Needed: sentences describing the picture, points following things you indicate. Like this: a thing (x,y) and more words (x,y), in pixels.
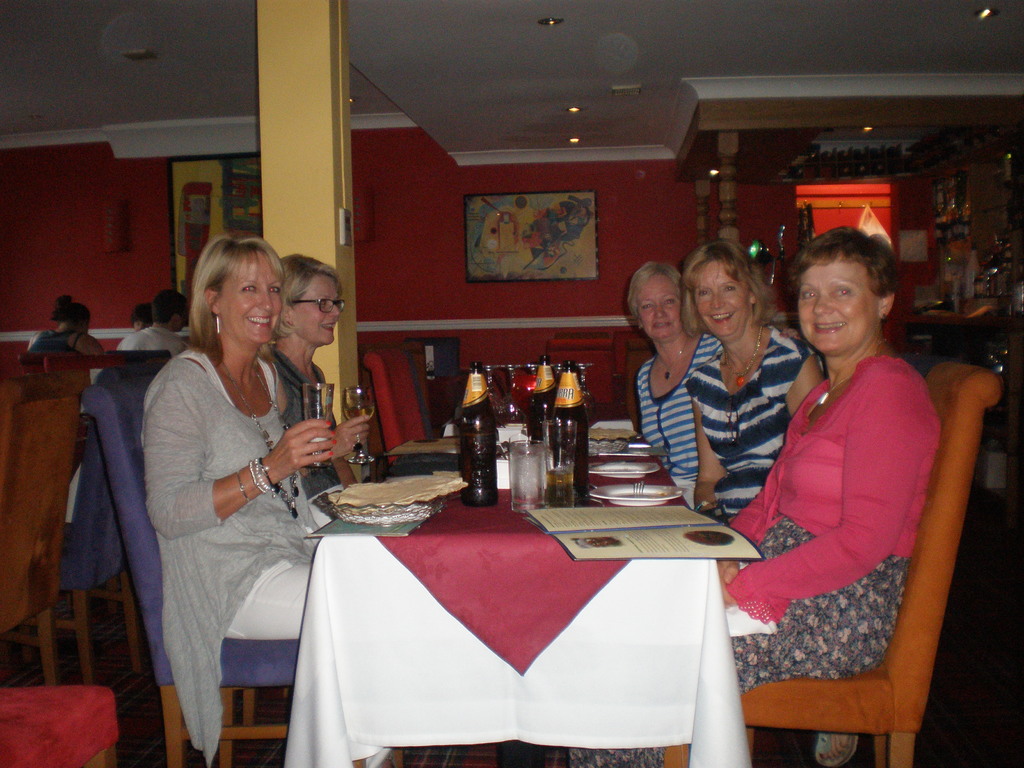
In this picture we can see some persons (792,634) are sitting on the chairs (857,712). This is the table (394,649). On the table (402,672) there are some bottles (474,385), glasses (571,478), and plates (629,499). On the background (451,227) there is a red colored wall (450,204). These are the lights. And there are some frames (489,244) on the wall (434,288).
